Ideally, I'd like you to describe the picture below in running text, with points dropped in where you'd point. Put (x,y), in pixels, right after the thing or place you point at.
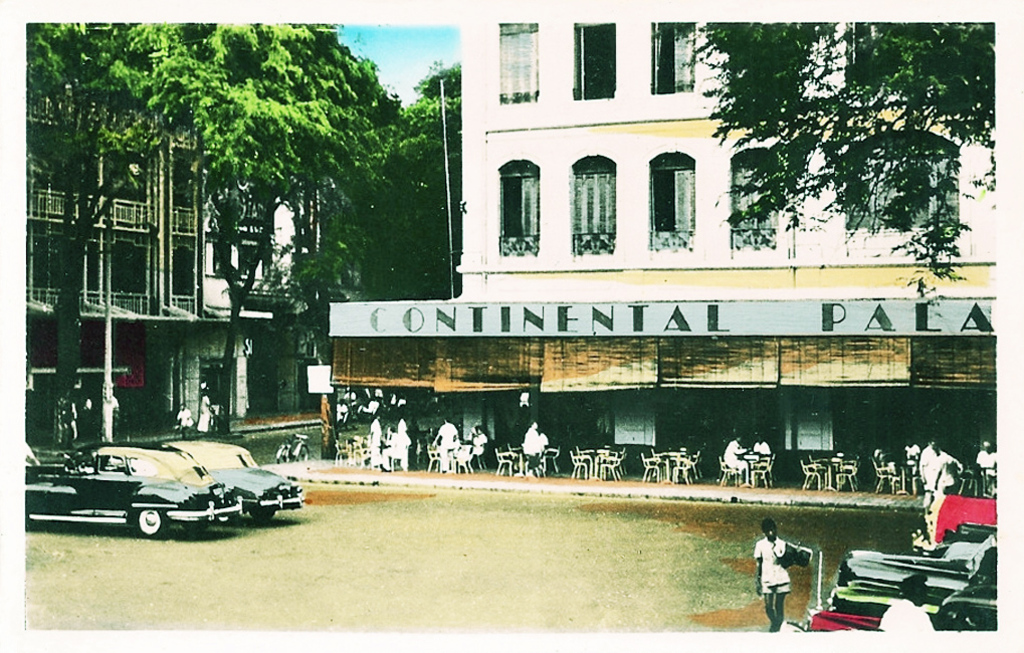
In this image there is the road (504,570) on the ground (653,567). There are cars (153,456) parked on the ground (696,594). At the bottom (778,585) there is a person (765,600) walking on the ground (617,608). Beside the road (405,514) there are buildings (213,258). There are boards (554,326) with text (829,309) on the buildings (297,371). In front of the buildings (87,352) there are trees (307,183). There are people (392,450) sitting on the chairs (655,462) at the table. At the top (404,47) there is the sky (434,56).
